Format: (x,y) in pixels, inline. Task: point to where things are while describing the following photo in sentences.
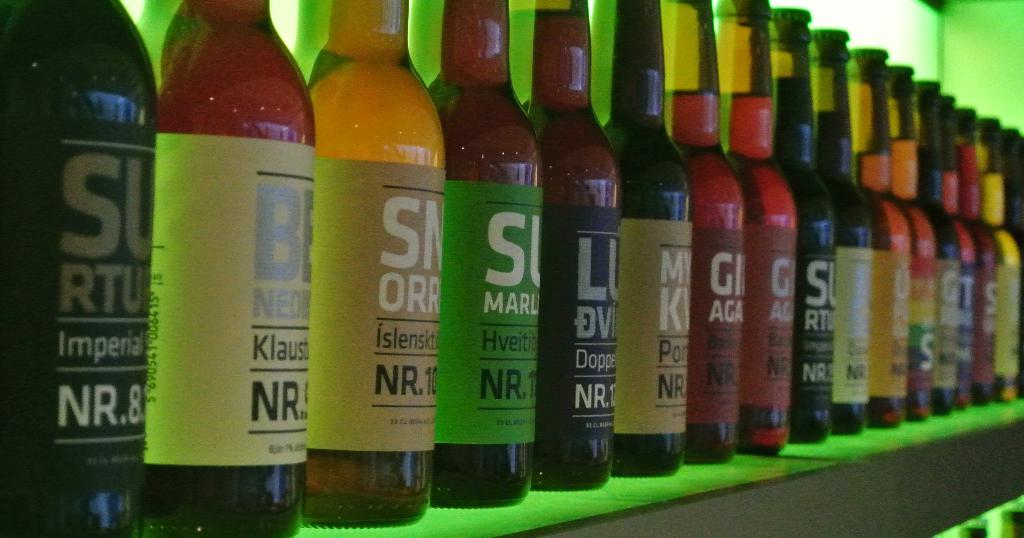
In the image we can see many beer bottles (683,282) on the shelf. In the background (953,3) there is a wall (994,83).
